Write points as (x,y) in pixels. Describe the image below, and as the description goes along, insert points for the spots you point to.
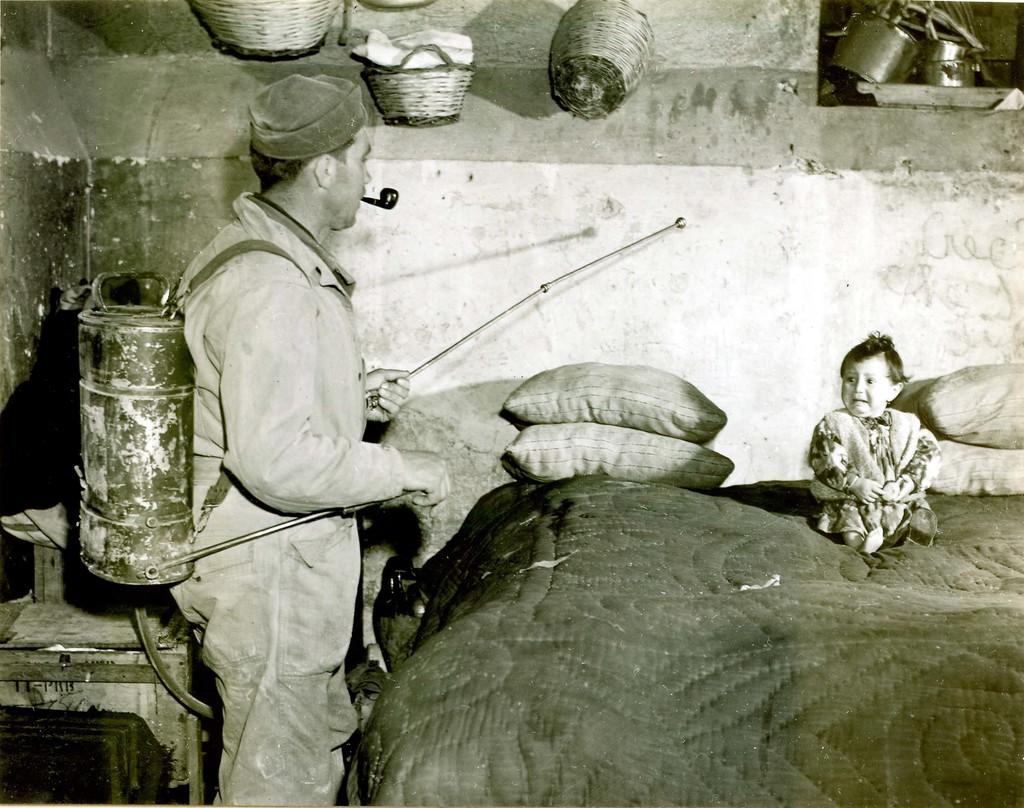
In this picture we can see a baby (890,524) sitting on a bed (484,514), one person (256,606) holding a water bag (153,459) and spraying something, side we can see wall (88,162), some baskets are attached to the wall (427,137).
